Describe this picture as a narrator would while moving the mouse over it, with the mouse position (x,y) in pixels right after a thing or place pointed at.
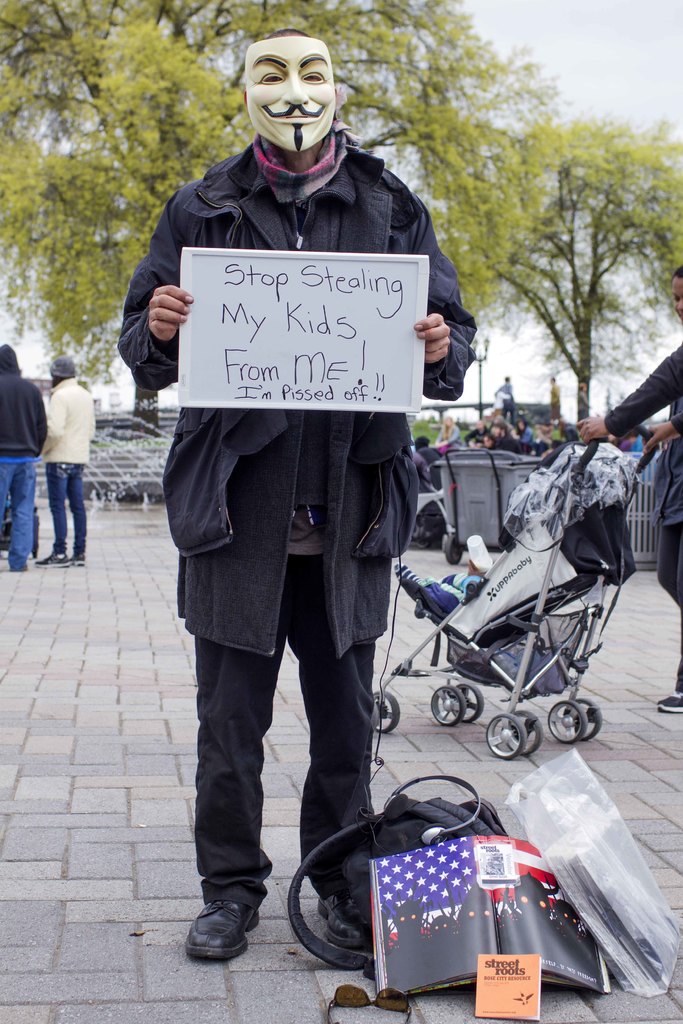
In this image there is a person (243,500) standing wearing a mask (280,109) and holding a poster (330,404) in his hands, on that poster (292,347) there is some text (302,383), on the ground (240,993) there are bags (387,836) and glasses (406,1012), in the background (480,430) there are people (493,432) standing and there is a woman (644,394) holding a baby stroller (508,651) and there are trees (115,141).
